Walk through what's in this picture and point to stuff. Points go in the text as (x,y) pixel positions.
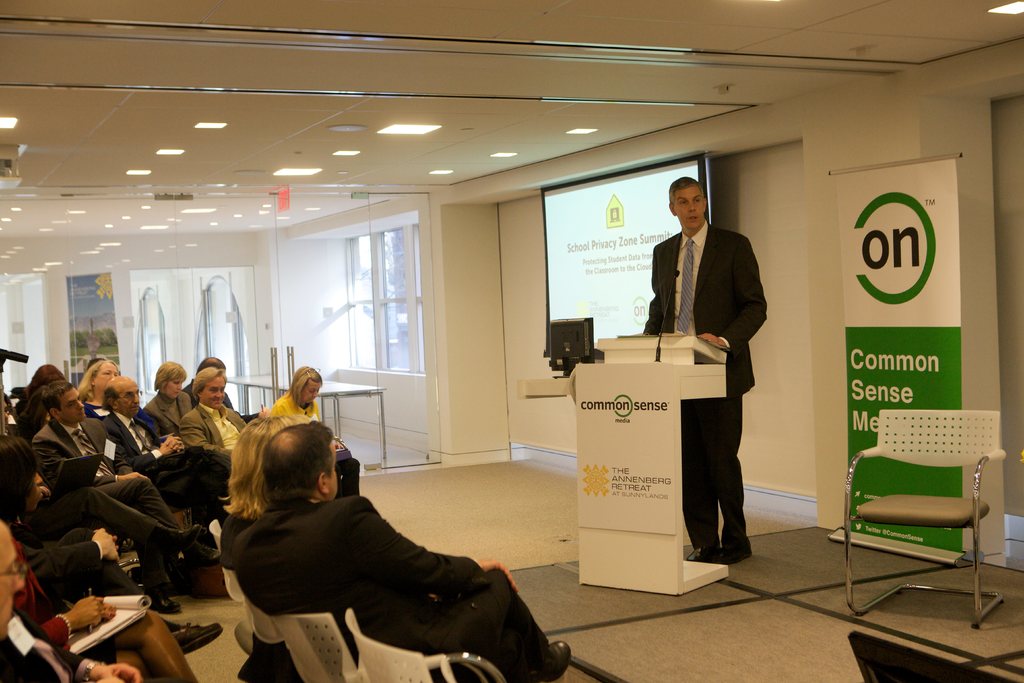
This image is taken from inside. In this image we can see there is a person (690,218) standing in front of the table (629,345) and there is a monitor (563,330) and few objects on top of it, in front of the person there are a few people (238,516) sitting on their chairs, one of them is holding a book (115,597) and a pen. Beside the person (692,326) there is a screen (567,234) and a wall (752,183). At the top of the image (262,111) there is a ceiling (101,92) with lights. In the background (345,323) there is a glass wall (345,323) and windows (353,298).
